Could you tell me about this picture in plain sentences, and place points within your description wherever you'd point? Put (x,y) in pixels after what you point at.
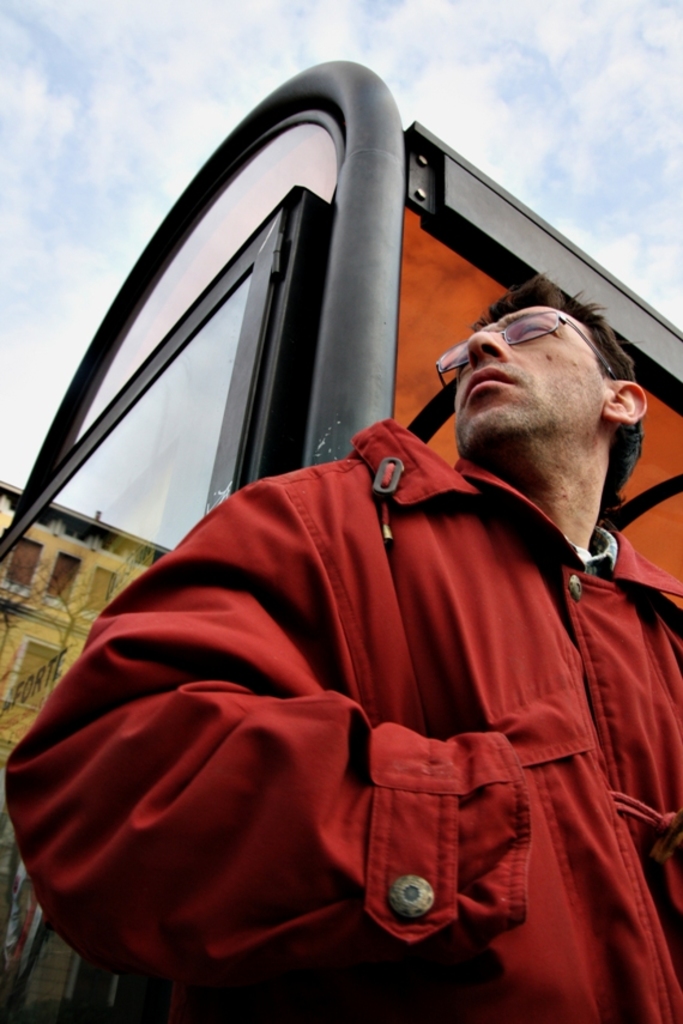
There is a person (354,607) in the foreground area of the image (297,525), it seems like a roof (58,445), building (41,566) and the sky (48,43) in the background (41,566).
